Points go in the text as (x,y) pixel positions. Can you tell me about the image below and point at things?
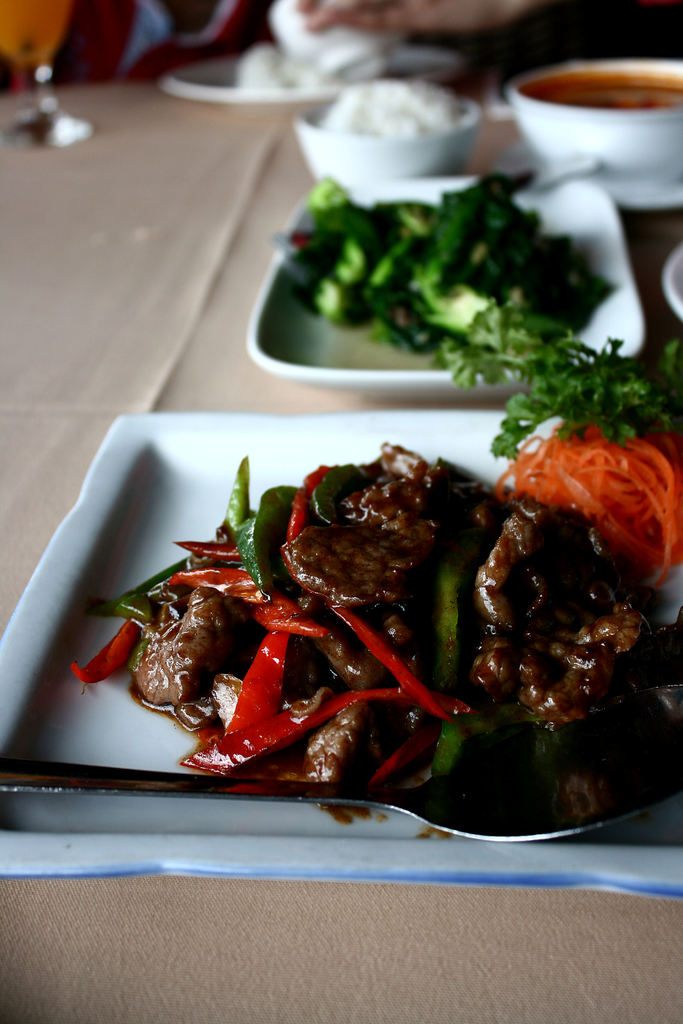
In this image we can see some food (600,652) in the plates (401,851) and bowls (316,147) which are placed on a table (79,364). We can also see a glass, spoon (489,837) in plate (392,851) and the hand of a person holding a bowl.
